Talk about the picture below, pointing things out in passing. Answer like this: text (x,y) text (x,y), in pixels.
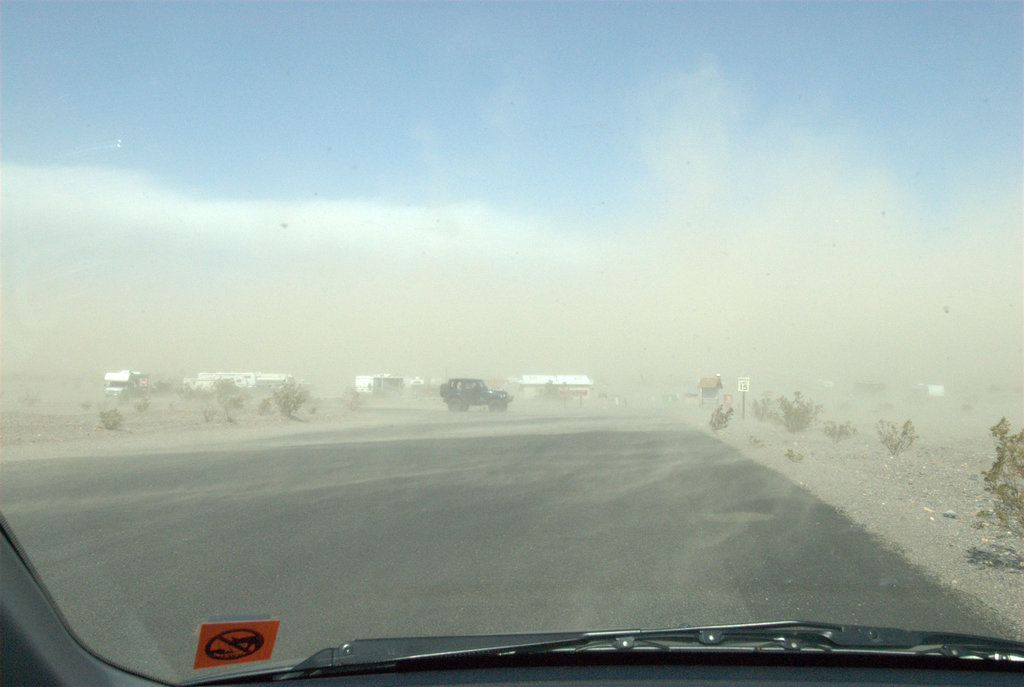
In this image we can see sky (331,234) with clouds (560,256), motor vehicles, bushes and road (300,507) through a vehicle's window (427,502).
